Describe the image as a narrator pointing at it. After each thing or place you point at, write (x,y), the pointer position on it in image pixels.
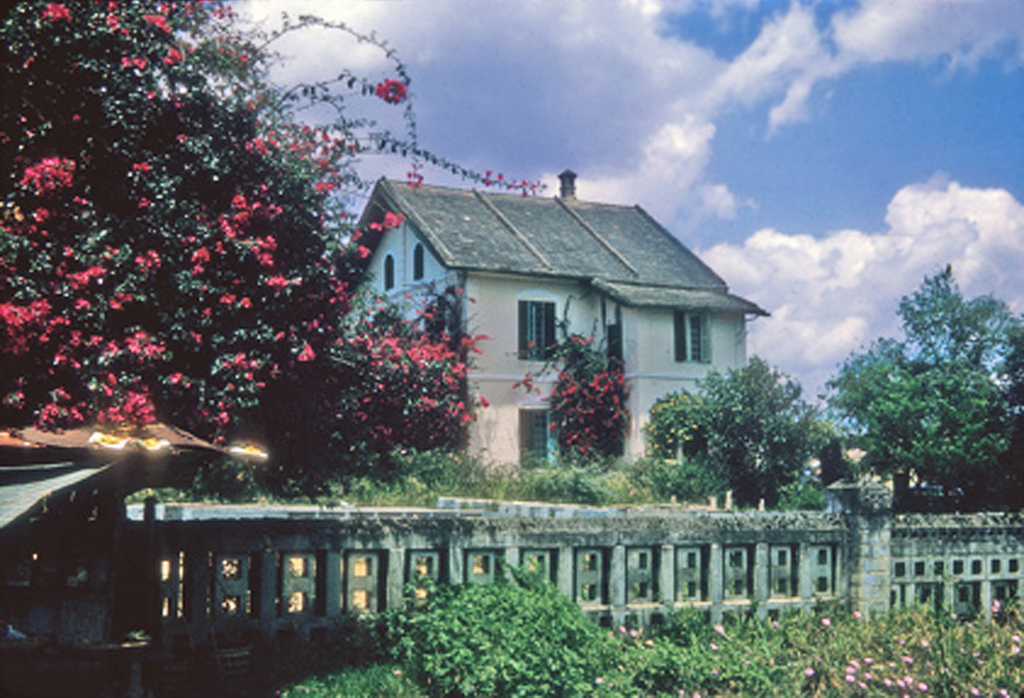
At the bottom of the picture (621,630), we see plants (677,654) which have flowers (892,662). Beside that, we see a wall (277,602). There are many trees (658,402) in the background (683,376) and we even see a building (505,354) in white color. At the top of the picture (743,96), we see the sky (663,222).
